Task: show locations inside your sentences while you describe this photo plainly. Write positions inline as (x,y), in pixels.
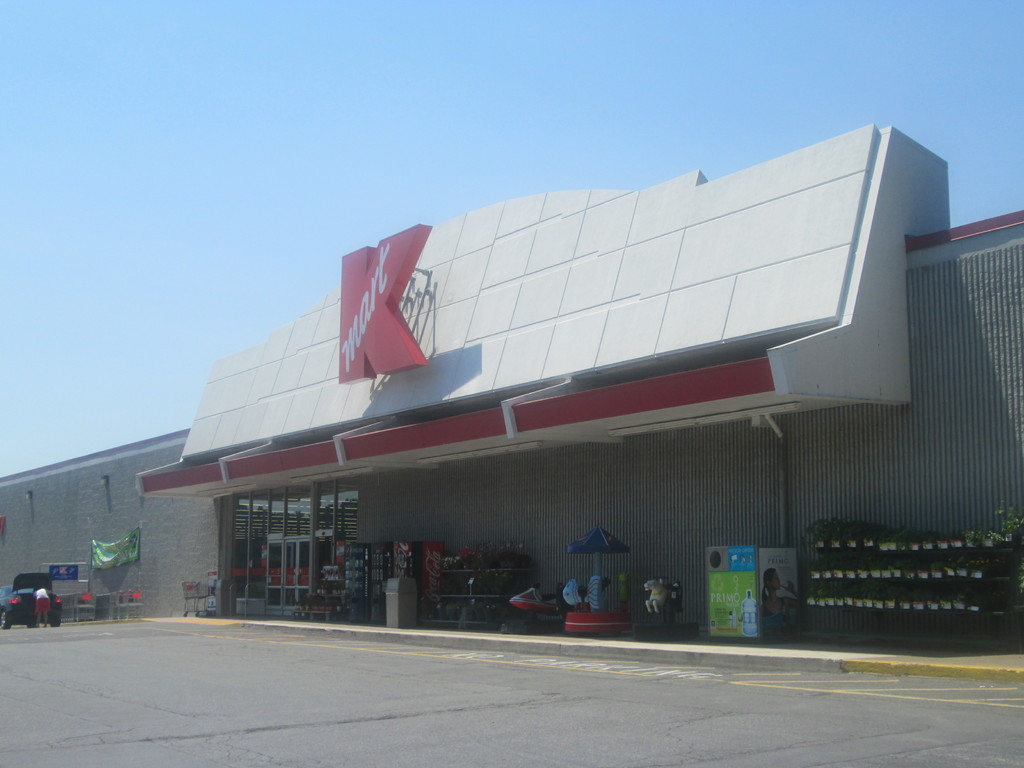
In this image there are few objects (869,593) placed in front of the building (197,522) and there is a vehicle (33,584) parked, behind the vehicle (26,585) there is a person (47,608) standing on the road (62,630). In the background (263,117) there is the sky (297,248).
